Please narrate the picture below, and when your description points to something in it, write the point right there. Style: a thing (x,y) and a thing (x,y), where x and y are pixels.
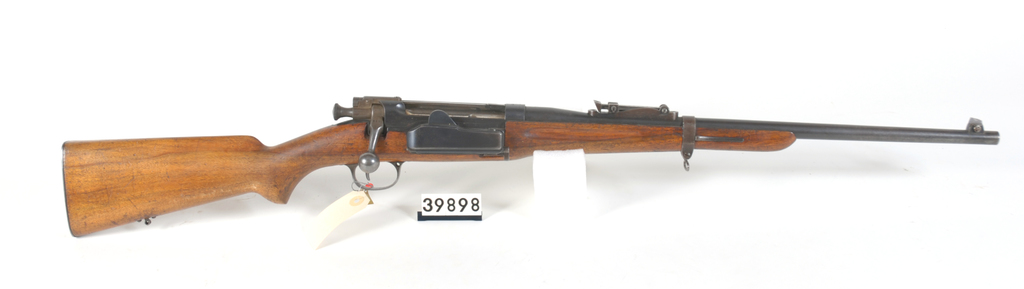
In this image we can see a rifle (422,132). There is a board (453,207) in the image. There is a white background (445,169) in the image.
